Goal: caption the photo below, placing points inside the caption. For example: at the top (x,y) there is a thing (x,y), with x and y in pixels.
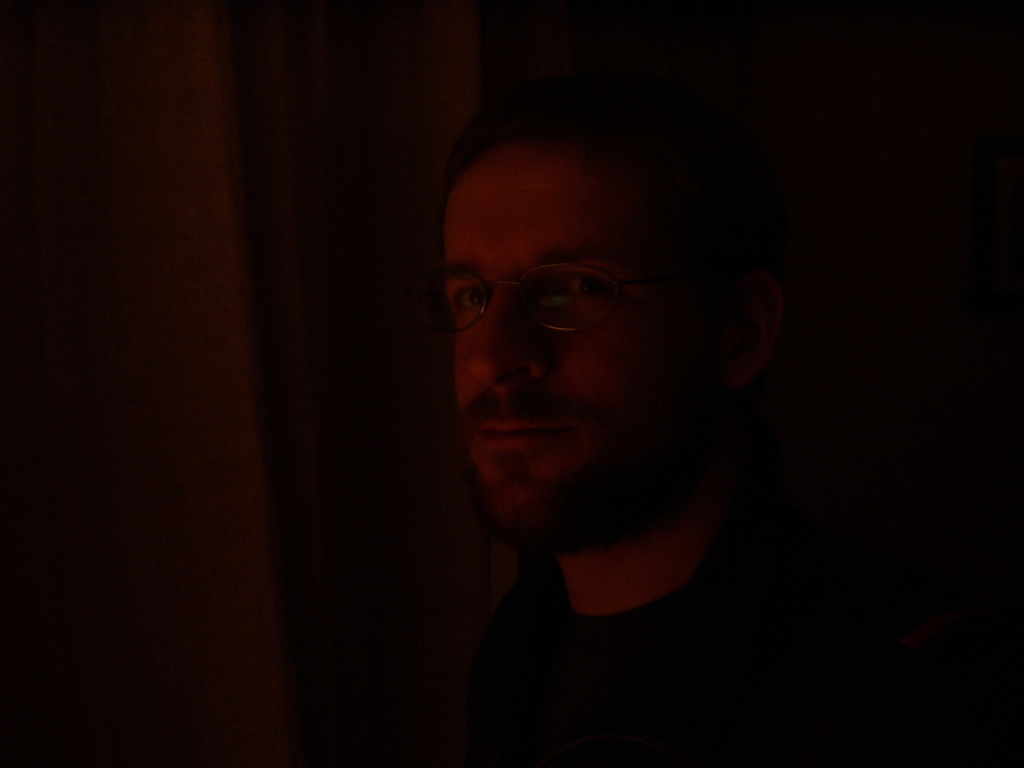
In this image I can see a man (466,444) in the dark. This man (575,511) is facing towards the left side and looking at the picture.
